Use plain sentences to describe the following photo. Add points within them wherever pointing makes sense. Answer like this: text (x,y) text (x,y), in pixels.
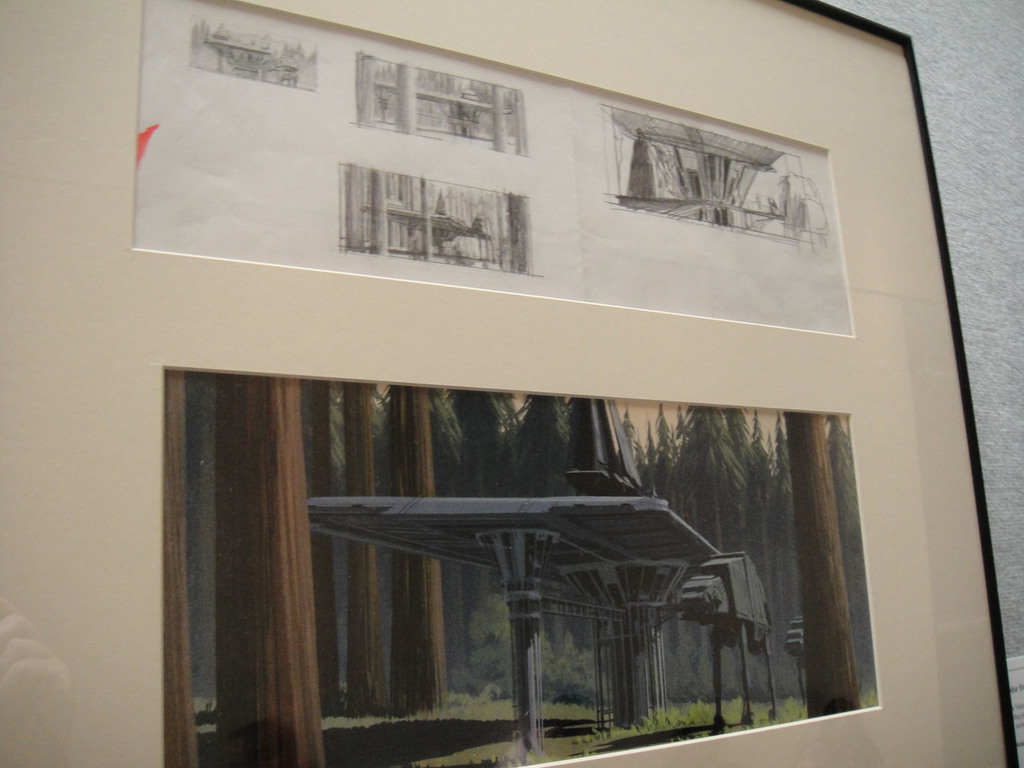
There is a photo frame (903,264) on the wall (975,207). On the photo frame (431,170) there are paintings (389,173). On the drawing (301,541) there is a machine (602,580). On the ground (543,709) there is grass (676,710). Also there are trees (362,481).
